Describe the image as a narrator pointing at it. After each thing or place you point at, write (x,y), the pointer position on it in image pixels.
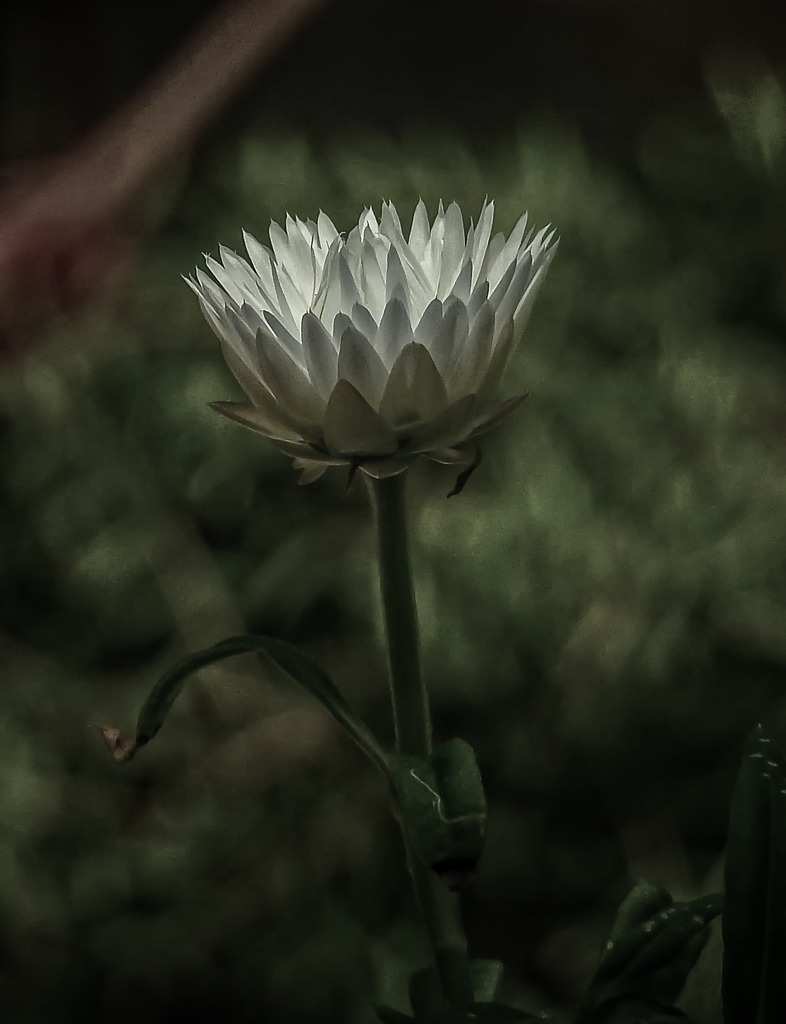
In the image we can see a flower (328,305), white in color. This is a stem (397,659) of a flower (361,465) and the background (431,642) is blurred.
